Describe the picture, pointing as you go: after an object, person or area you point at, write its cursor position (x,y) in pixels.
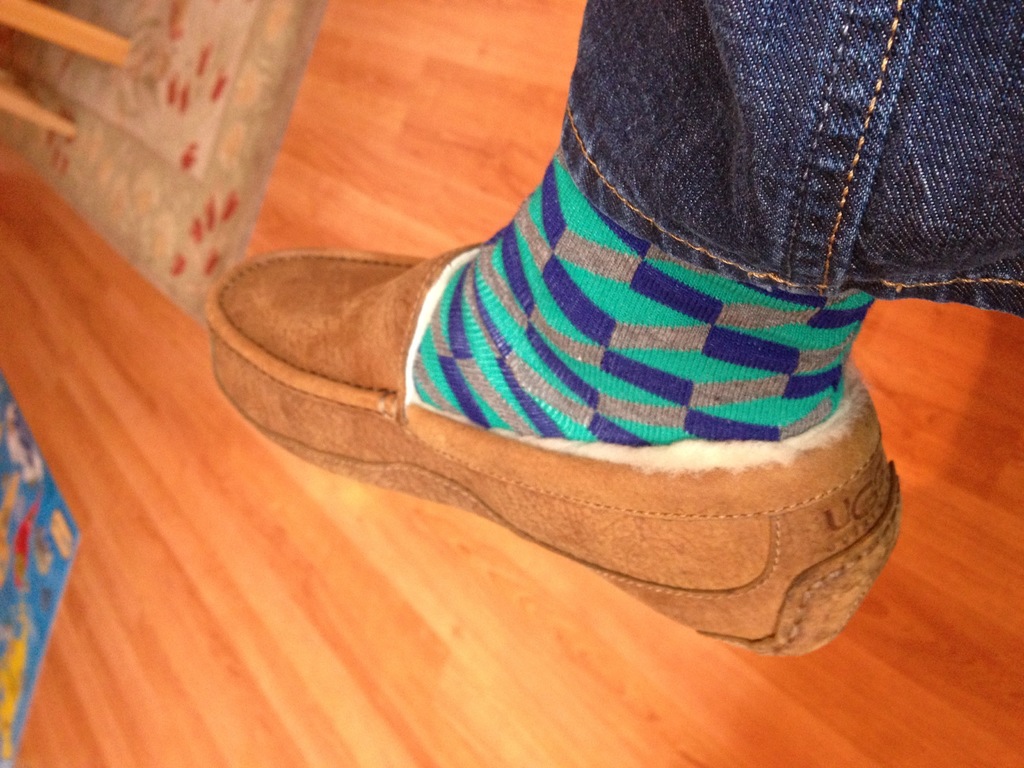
In this image I can see a colourful sock (542,340), a brown colour shoe (467,260) and a jeans (643,135) on the right side (762,168). On the left side of the image (21,16) I can see two brown colour things (44,117) and two colourful carpets (174,173) on the floor (317,68).
